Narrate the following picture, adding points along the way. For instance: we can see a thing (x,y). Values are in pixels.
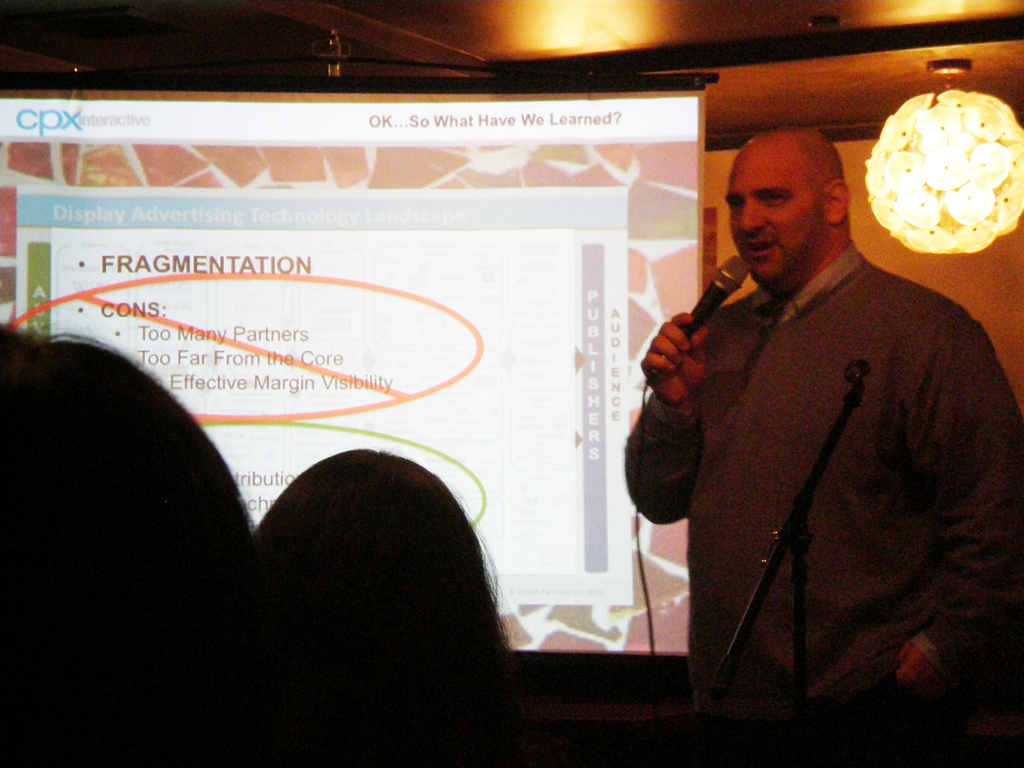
In this image we can see a person (768,521) standing and holding microphone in his hands (656,386), on left side of the image (209,629) there are some persons (230,576) sitting and in the background of the image (416,272) there is projector screen (496,212) on which some video (263,325) is displaying and we can see some lights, roof (427,39).
